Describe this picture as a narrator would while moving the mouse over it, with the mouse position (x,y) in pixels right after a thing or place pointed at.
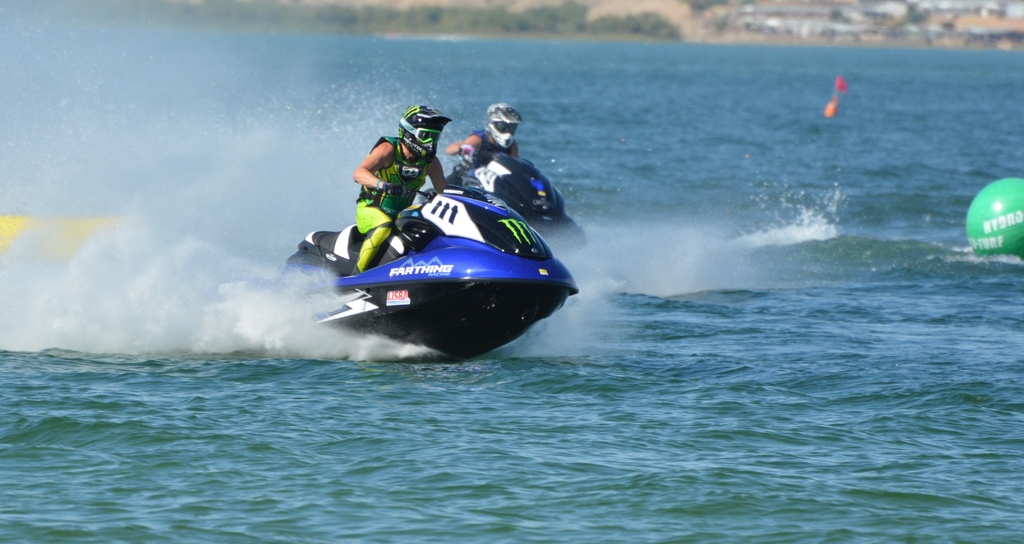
In this picture we can see two jet skis (441,204), in the ocean (818,329).
